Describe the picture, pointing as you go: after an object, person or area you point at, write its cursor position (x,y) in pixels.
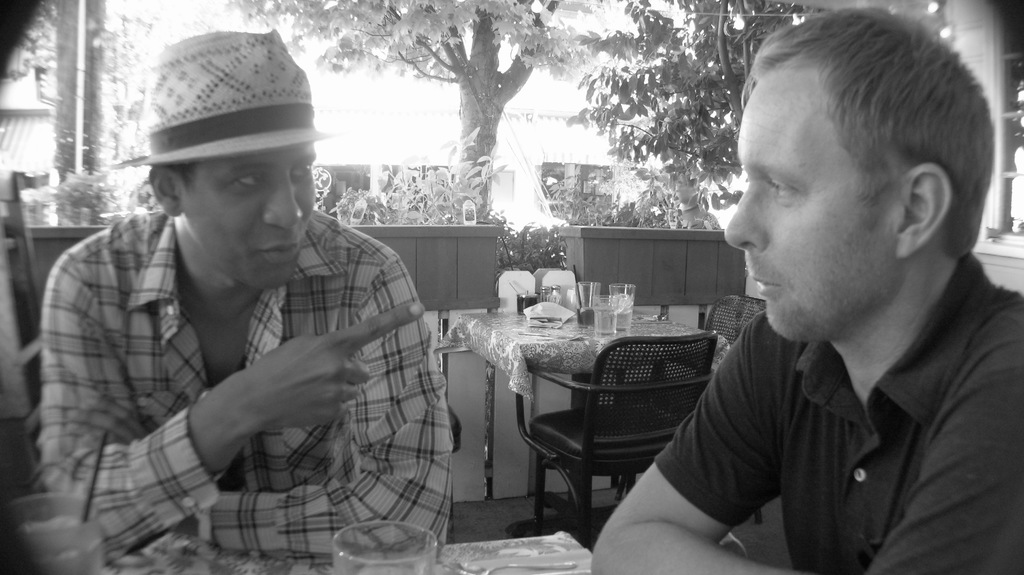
In this image we can see two persons (222,362) sitting on a chair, three walls (1001,262), one window (1000,220), some trees (38,19), some objects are on the surface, one pole (99,27), some plants (506,229) and some bushes (554,249). There are two tables (564,340) covered with tablecloths (530,549) and different kinds of objects (534,309) are on the table (570,326).
